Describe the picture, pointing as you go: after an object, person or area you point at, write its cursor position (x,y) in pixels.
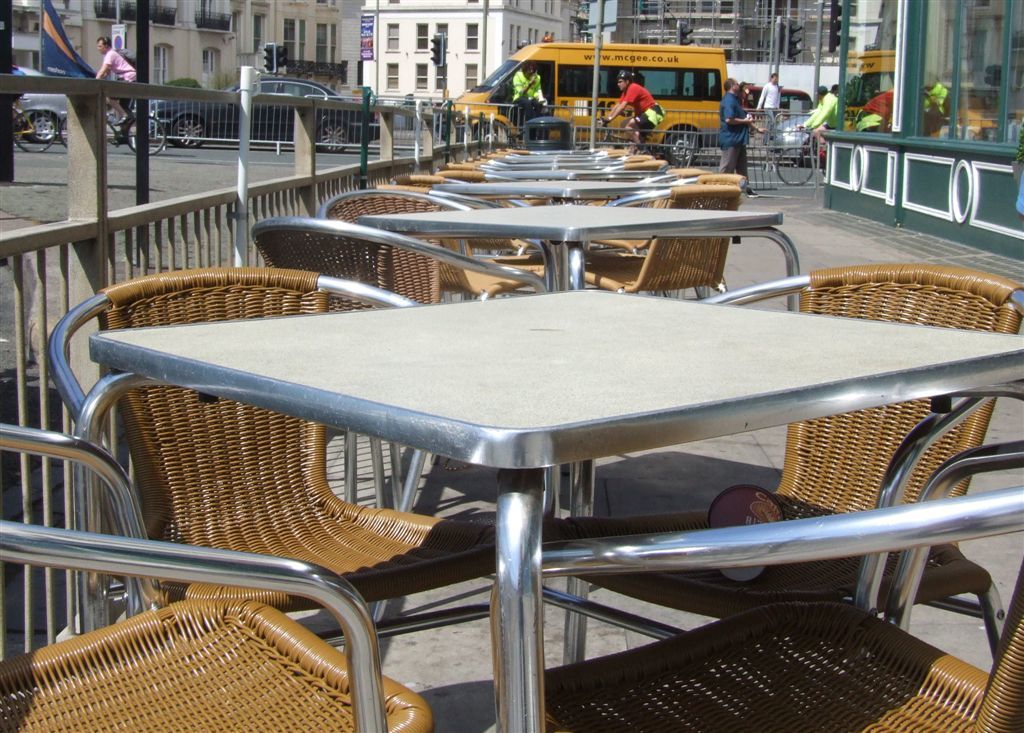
In this picture we can see tables (623,231), chairs (652,248) and a bin (561,147) on the ground (859,229). In the background (573,143) we can see vehicles (200,123) on the road (226,158), flag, some people (765,130), fences (97,97), traffic signals (793,39), poles (247,131), buildings (428,19) with windows (423,36) and some objects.
